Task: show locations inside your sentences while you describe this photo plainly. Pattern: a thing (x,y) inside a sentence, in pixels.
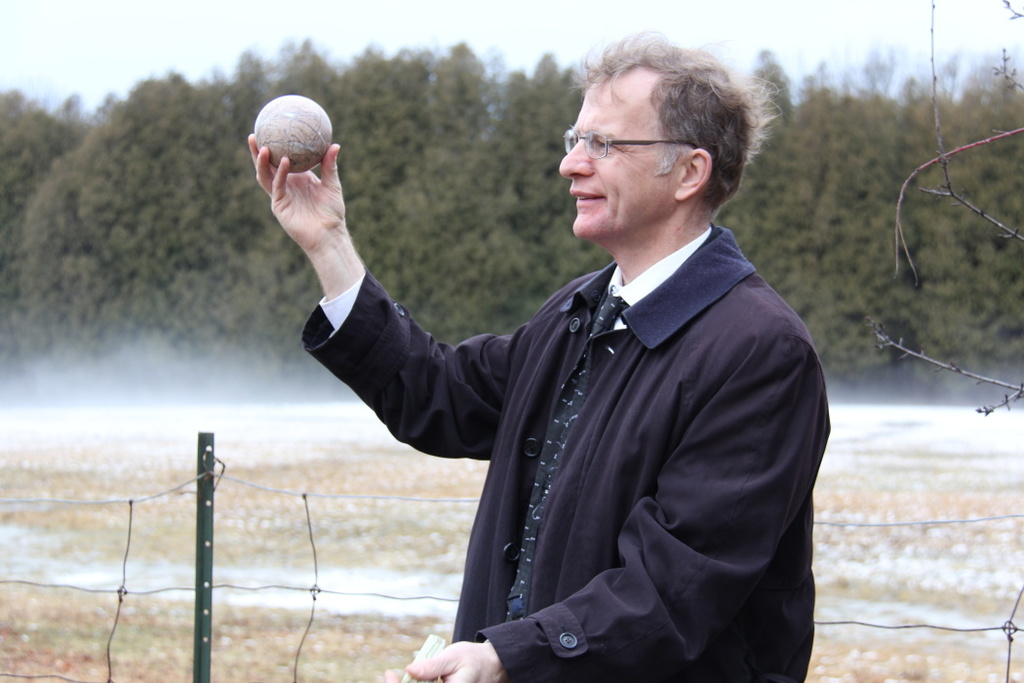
In this picture we can see a man (644,113) holding a ball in his hand (338,262). He is standing on the ground (365,438) surrounded by trees (205,84).
